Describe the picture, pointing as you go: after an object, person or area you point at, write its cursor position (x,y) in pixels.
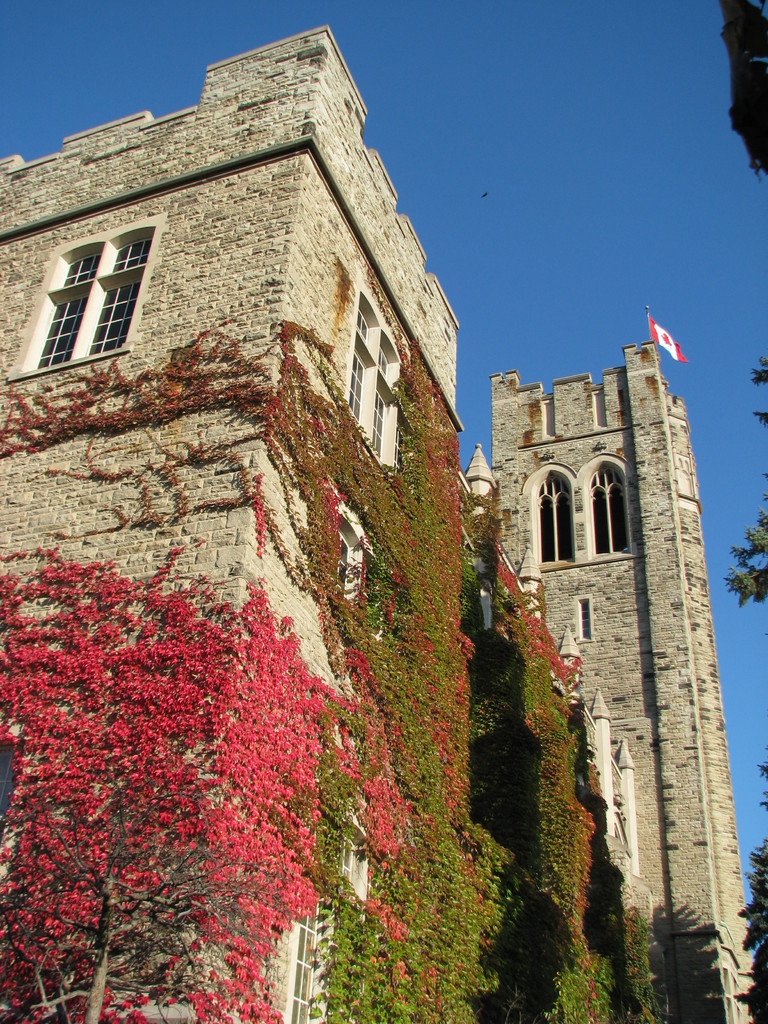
This picture is clicked outside. In the center (508,522) we can see the buildings (154,351) and the windows (602,493) of the buildings (156,338) and we can see the leaves (344,784). In the background (581,45) we can see the sky (744,403), flag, trees (762,581) and some other objects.
